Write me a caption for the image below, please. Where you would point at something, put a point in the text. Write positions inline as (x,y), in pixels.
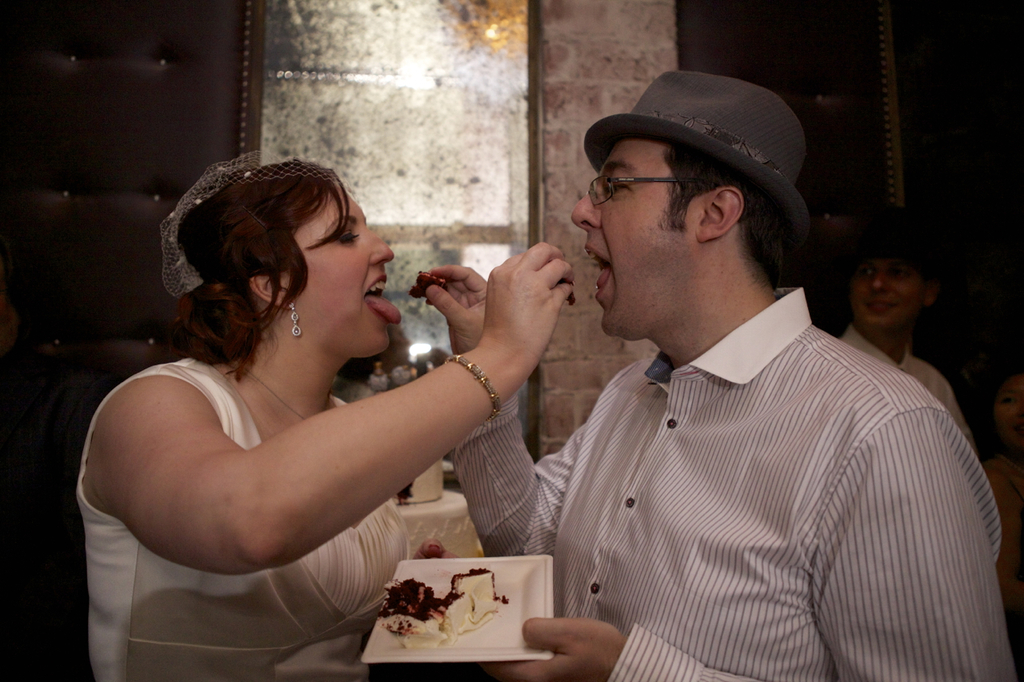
In this picture I can see a man (641,336) and a woman (253,315), man (517,668) holding a plate (519,609) with one hand (532,629) and both of them are feeding each other and I can see couple of them standing on the right side (893,292) and both men (759,176) wore caps (759,176) on their heads (890,272) and I can see a table (454,514).
